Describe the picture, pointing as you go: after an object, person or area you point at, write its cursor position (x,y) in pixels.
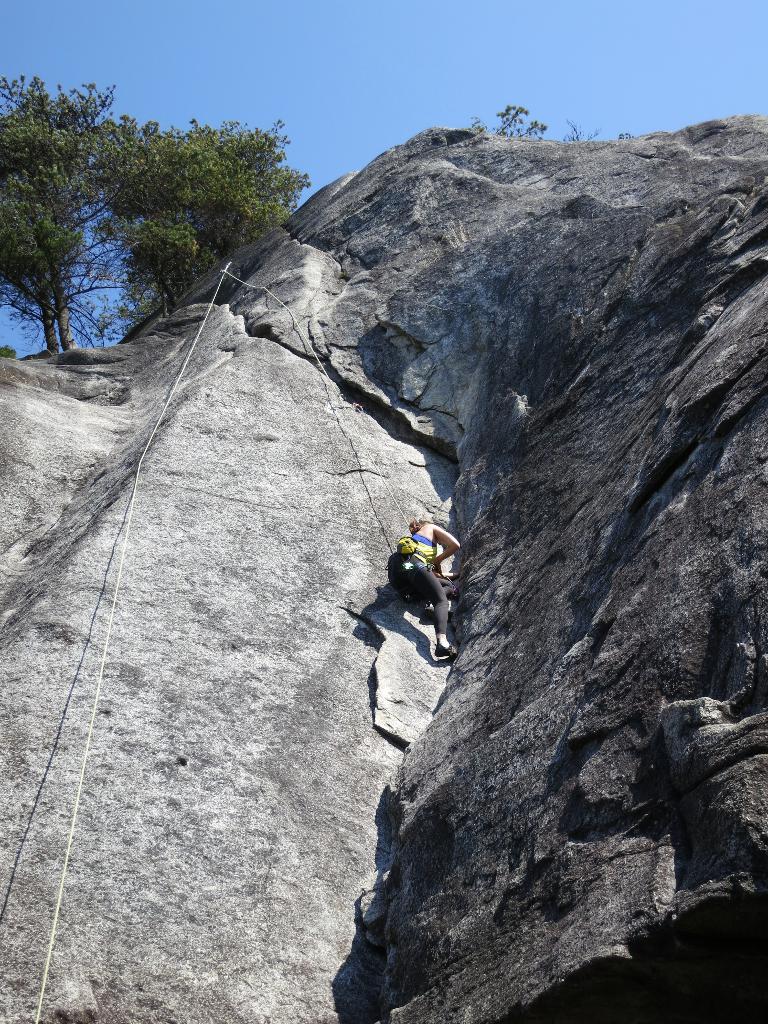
In the image we can see there is a woman (419,555) climbing the hill (472,463) with a rope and there are trees (134,191) on the top of the hill (181,328).
